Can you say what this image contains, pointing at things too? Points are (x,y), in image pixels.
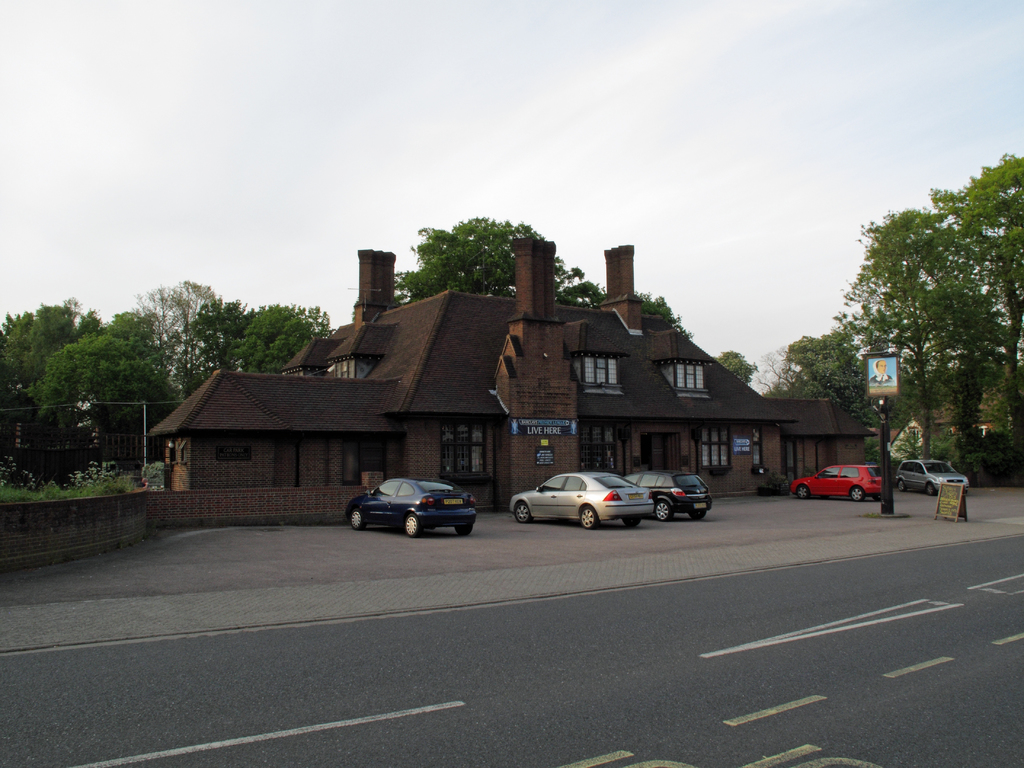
This image consists of a house (236,425) in brown color. In the front (413,495), we can see five cars (676,504) parked. At the bottom (702,684), there is a road (466,682). In the background (978,278), there are trees (1001,278). At the top (296,108), there is sky (302,75).
